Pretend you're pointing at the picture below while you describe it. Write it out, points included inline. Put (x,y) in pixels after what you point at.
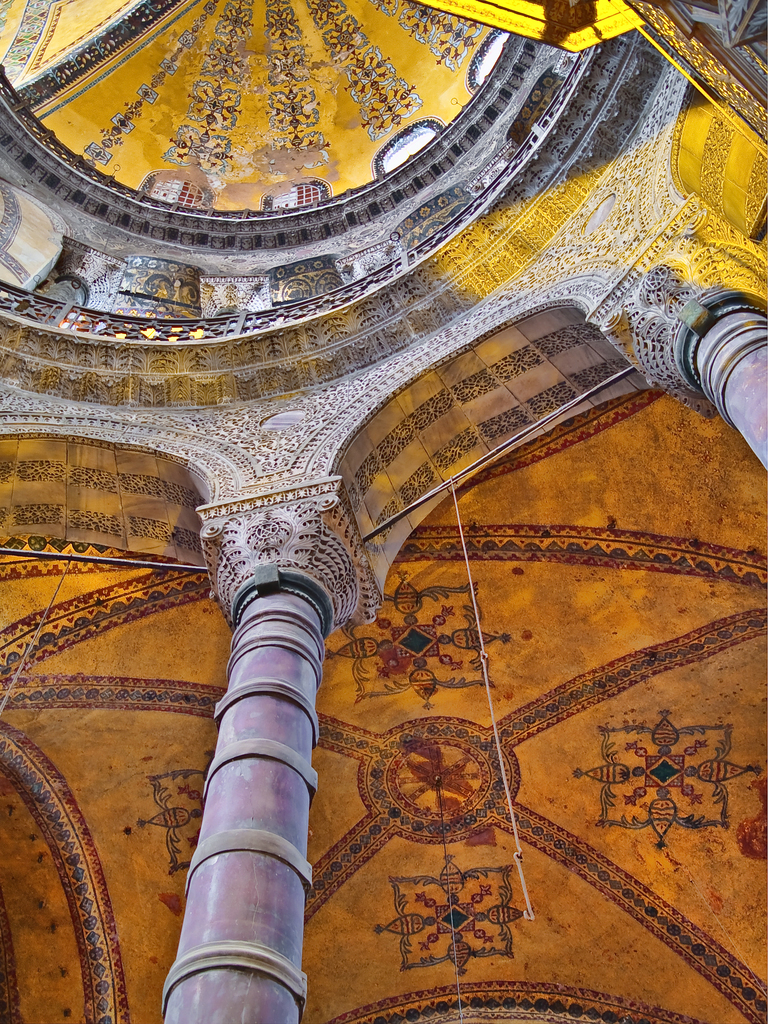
In this image it is looking like an interior view of a building (517,641). I can see two pillars (663,379). At the top (224,15) I can see a dome (236,182).
